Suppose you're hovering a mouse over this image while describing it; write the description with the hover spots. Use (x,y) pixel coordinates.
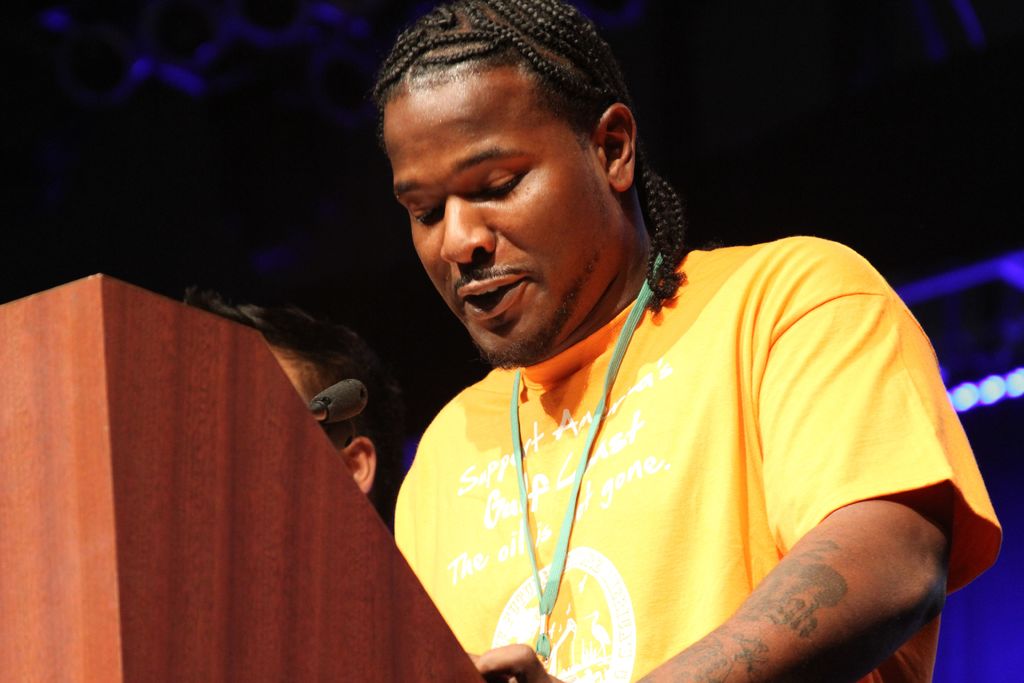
In this image we can see there are two persons (558,446) standing on the stage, in front of the person (595,450) there is a table (156,461) with mike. The background (242,126) is dark.
